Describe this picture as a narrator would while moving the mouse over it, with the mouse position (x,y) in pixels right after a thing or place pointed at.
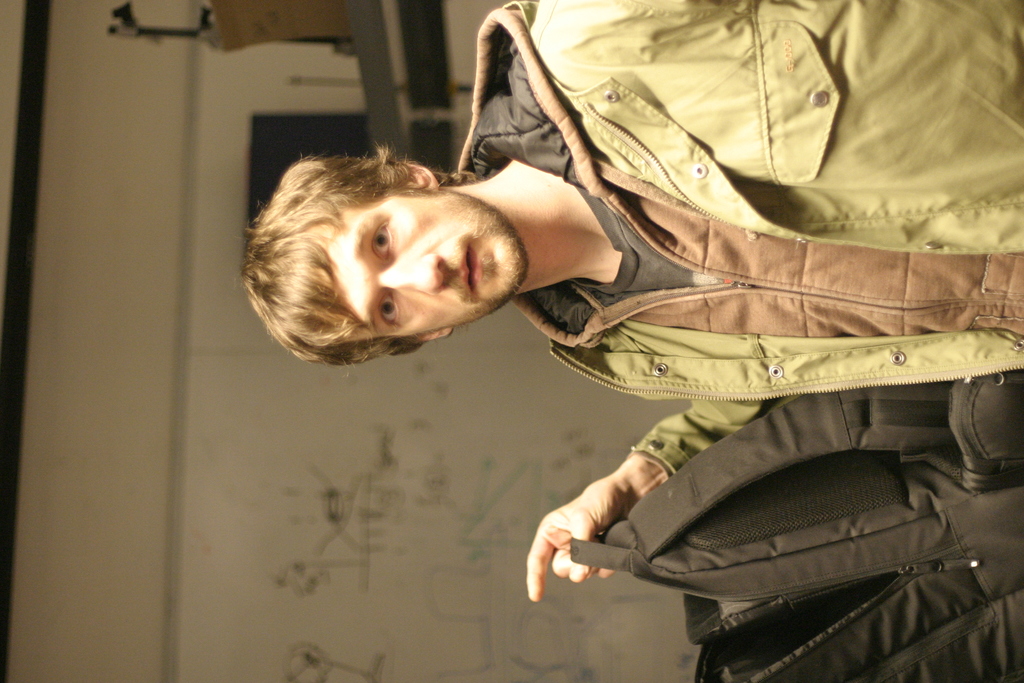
In this image there is a man (790,357) with jacket (676,382) is holding a backpack (741,445), and in the background (48,618) there are some scribblings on the board (303,558) which is attached to the wall (53,681), and there are some objects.
